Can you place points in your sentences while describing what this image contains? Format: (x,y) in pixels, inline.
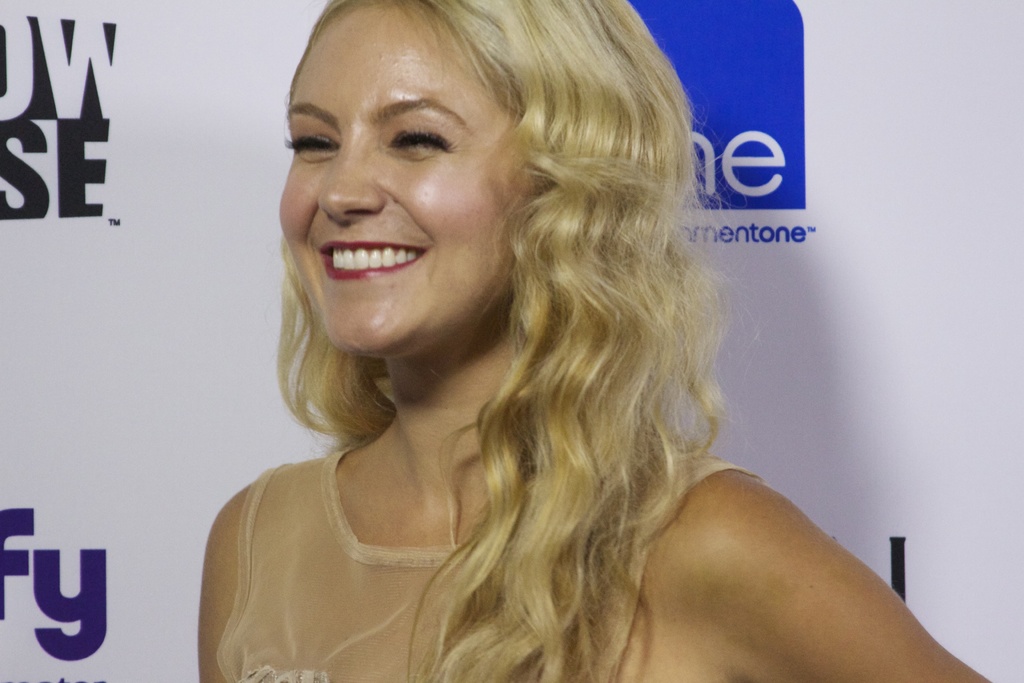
In this picture there is a woman (512,280) standing and smiling and there is a banner (240,125) behind her which has something written on it.
